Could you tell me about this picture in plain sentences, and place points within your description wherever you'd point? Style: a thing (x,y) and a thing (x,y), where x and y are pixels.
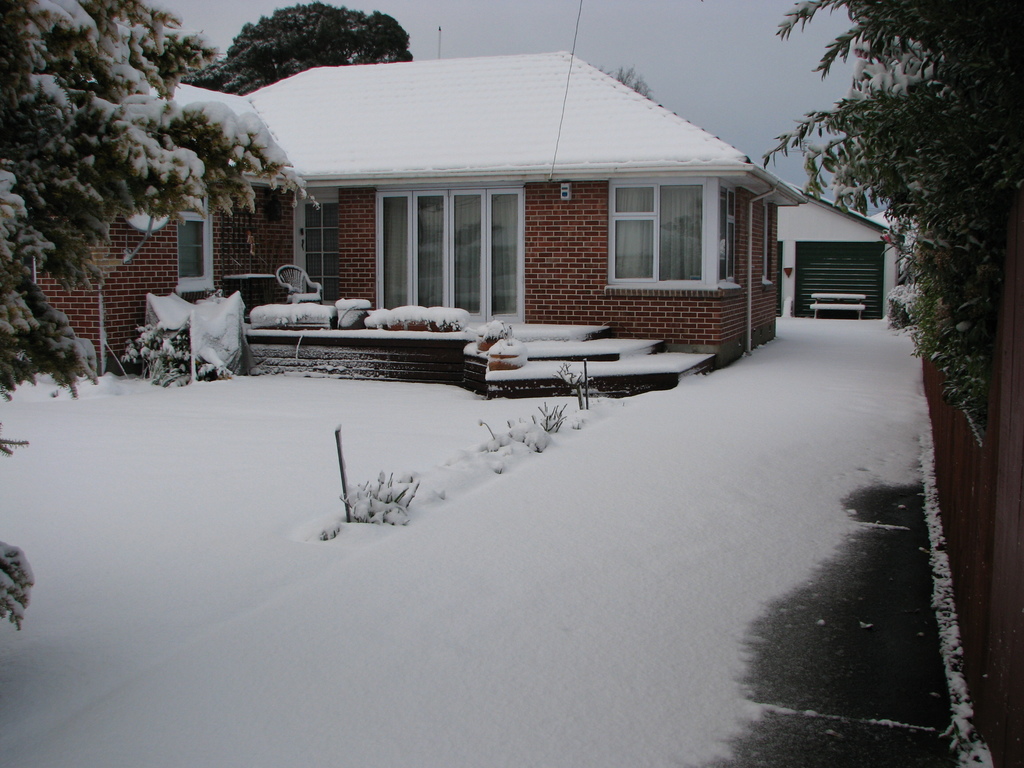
In this picture we can observe a house (547,273). There is some snow (401,482) on the house (406,129) and on the ground (236,498). We can observe some trees (922,49). In the background (478,29) there is a sky (602,41).
